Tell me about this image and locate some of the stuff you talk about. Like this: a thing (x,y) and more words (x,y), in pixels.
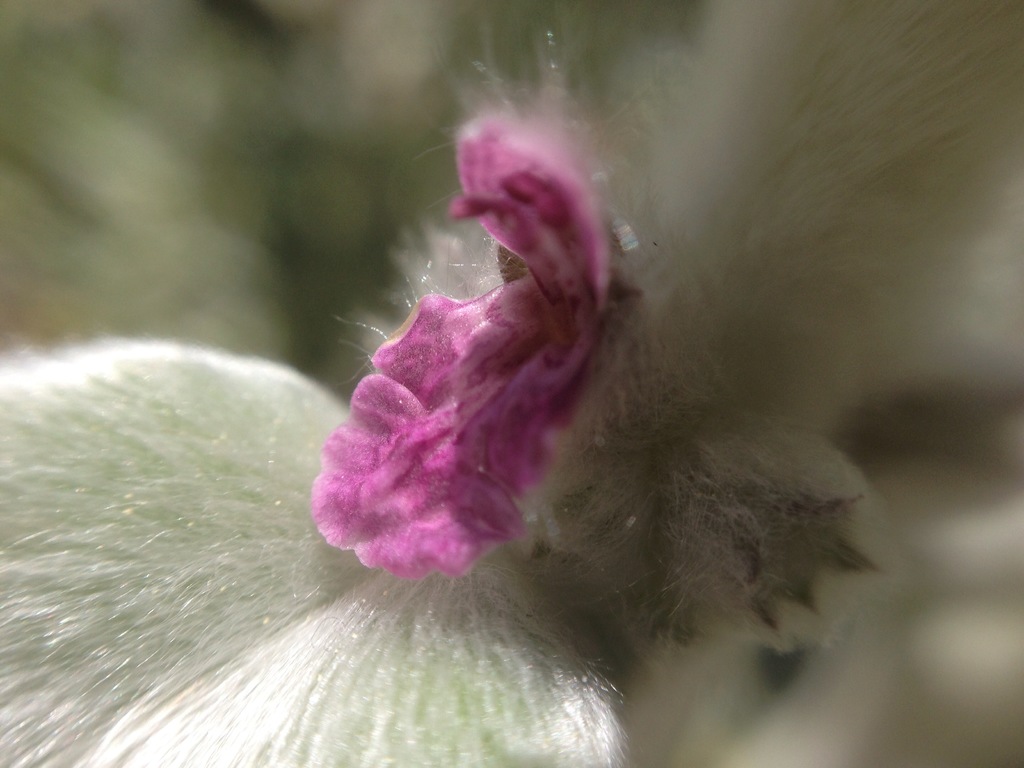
In this image I see pink and white color thing (509,385) over here and it is blurred in the background (843,649).
